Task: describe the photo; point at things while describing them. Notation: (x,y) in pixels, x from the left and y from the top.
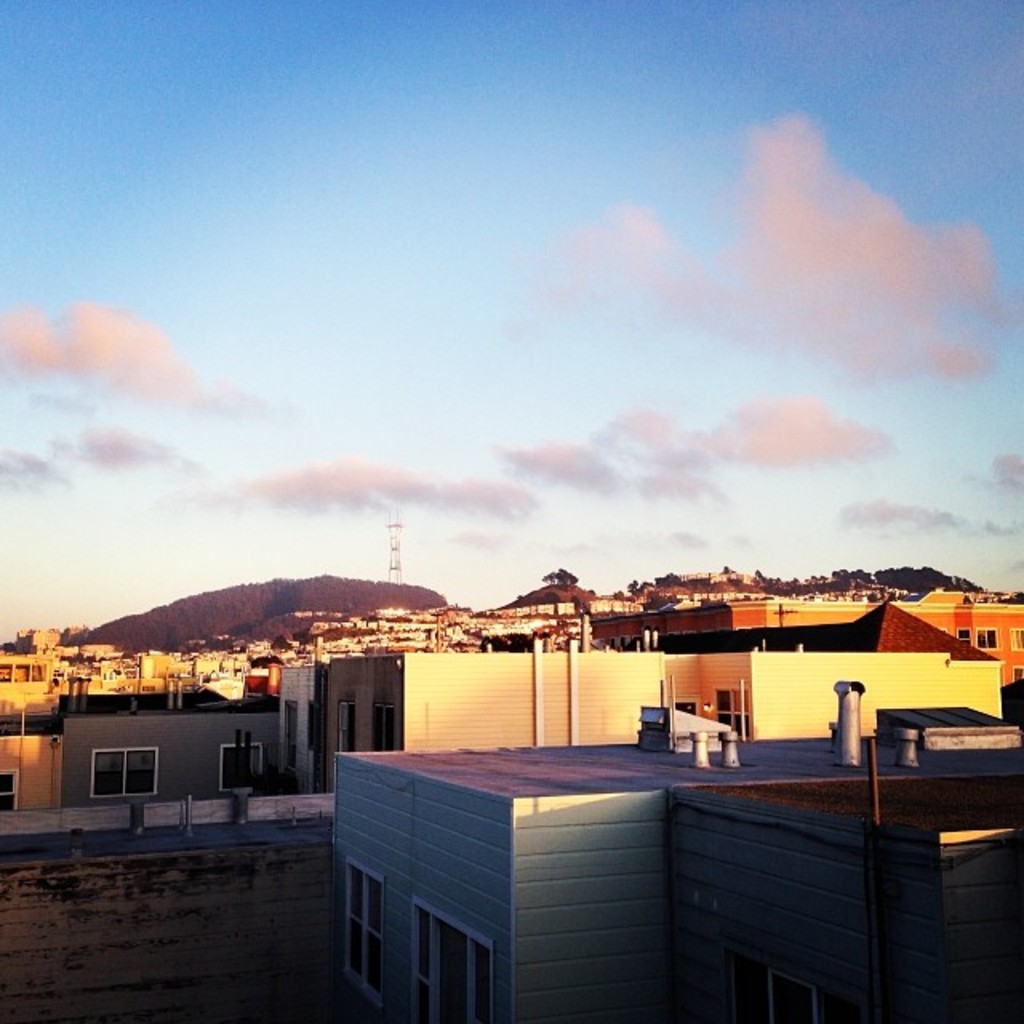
There are buildings (621,685), trees (869,580), a mountain (433,594), a tower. In the background (912,289), there are clouds (108,454) in the blue sky (235,85).
